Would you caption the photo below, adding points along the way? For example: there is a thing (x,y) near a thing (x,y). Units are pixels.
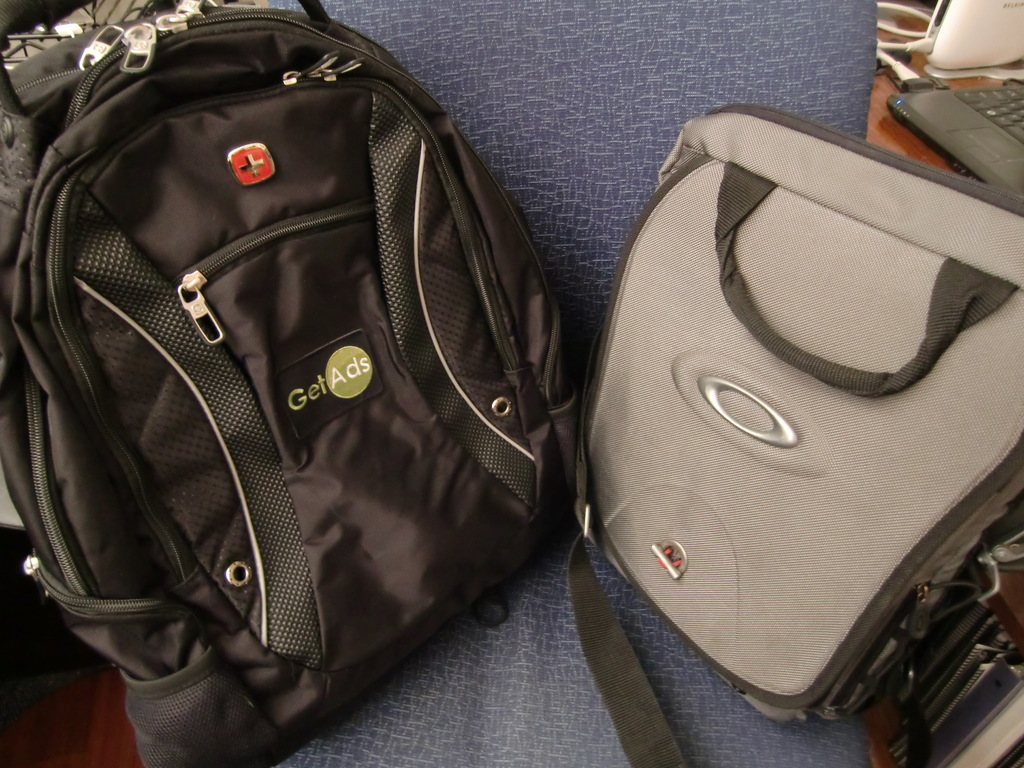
There are two bags (553,340) present on the chair (684,651).
